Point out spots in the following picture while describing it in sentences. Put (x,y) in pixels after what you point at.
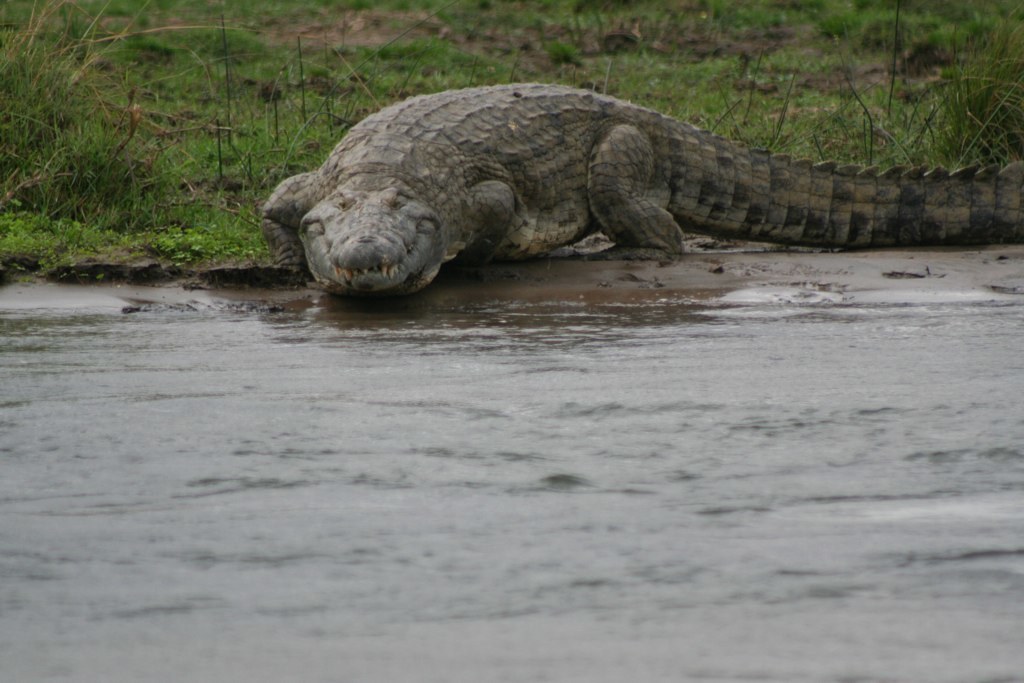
in this image we can see crocodile (438,175) near the water (396,321) and ground (315,74) in the background (213,99).
